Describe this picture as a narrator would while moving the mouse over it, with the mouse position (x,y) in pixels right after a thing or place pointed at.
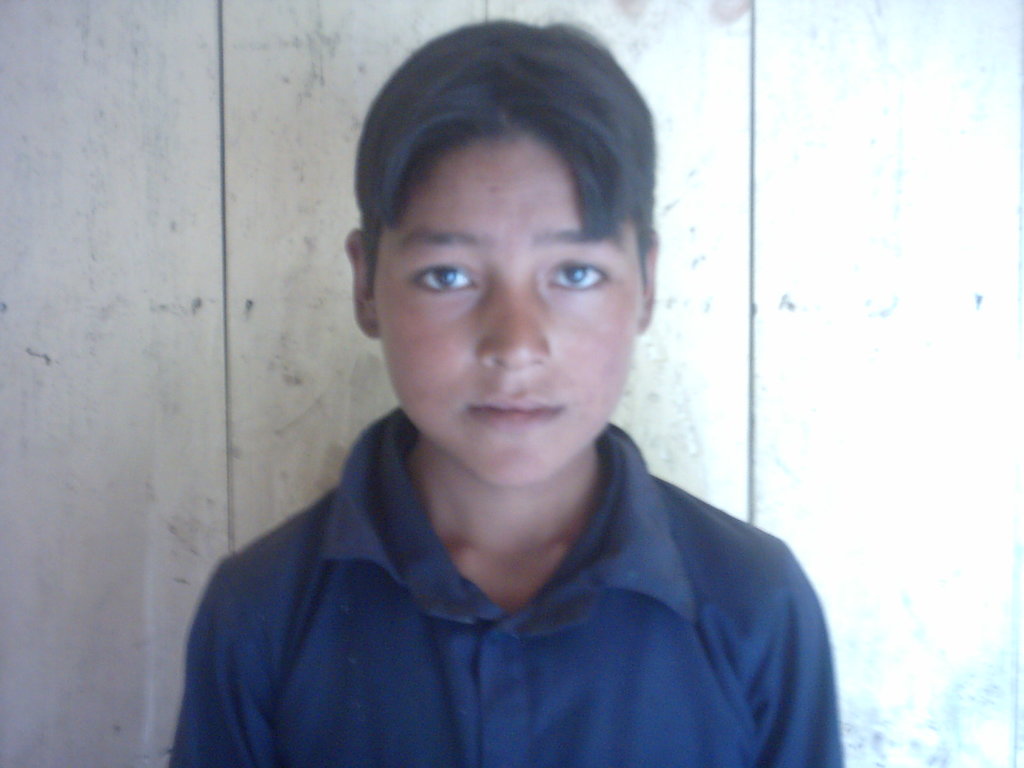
In this picture there is a boy (466,721) with navy blue t-shirt (591,682) is standing. At the back (107,409) there is a wooden wall (322,254).
